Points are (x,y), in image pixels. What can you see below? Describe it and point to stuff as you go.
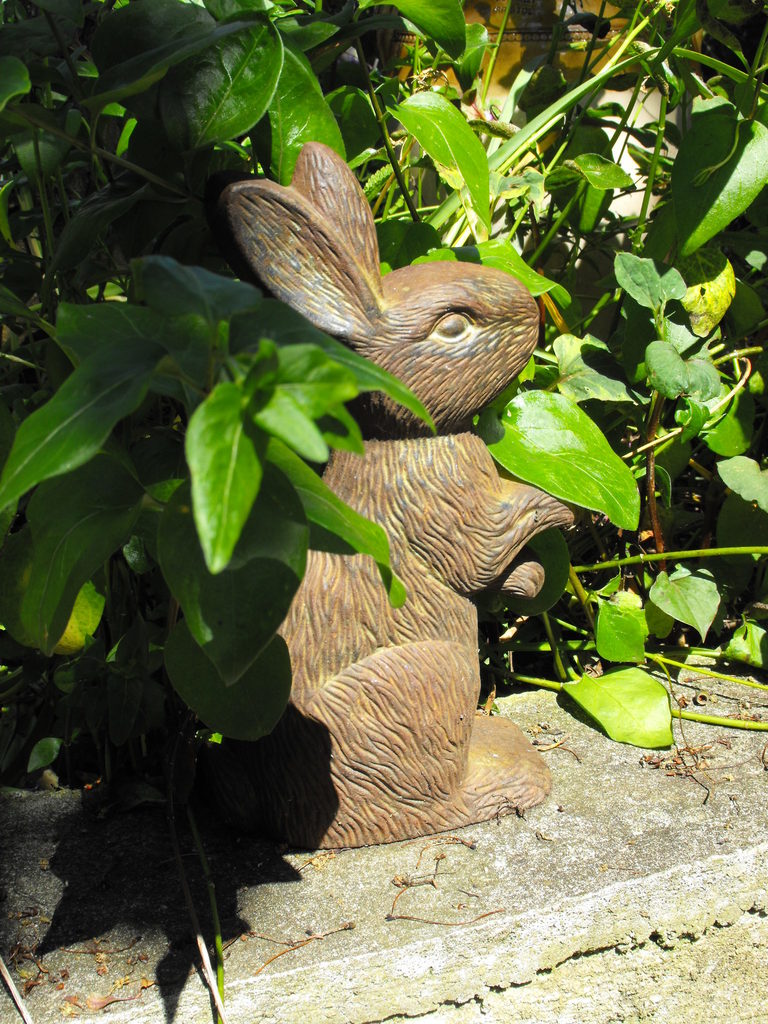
In this image we can see the statue (425,719) and at the back (300,133) there are plants (543,243).
